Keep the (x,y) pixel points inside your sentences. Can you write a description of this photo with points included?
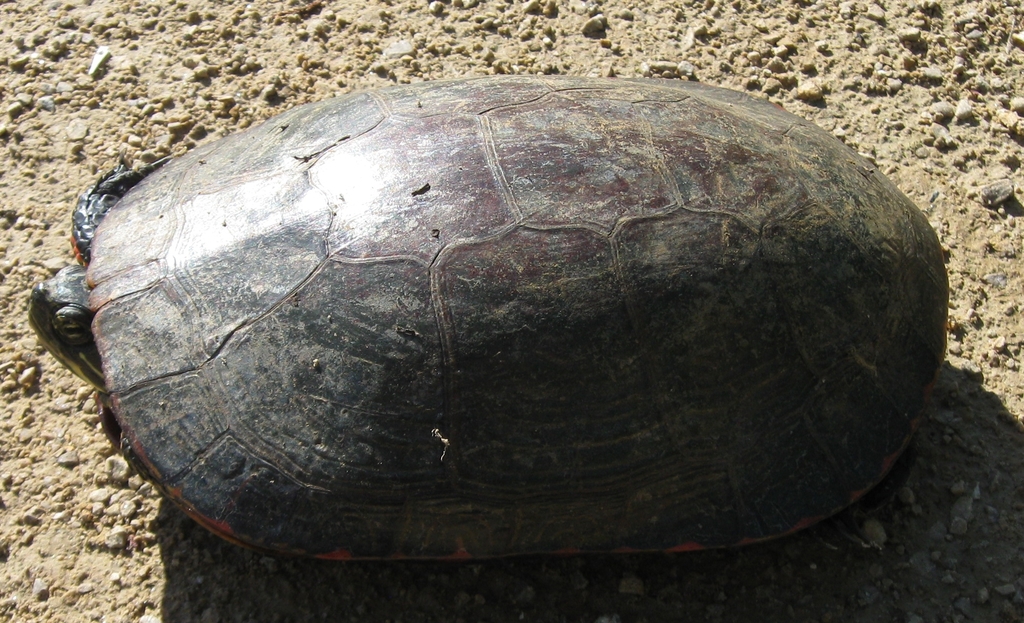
In this image we can see a tortoise (266,393) on the sand (79,516).
